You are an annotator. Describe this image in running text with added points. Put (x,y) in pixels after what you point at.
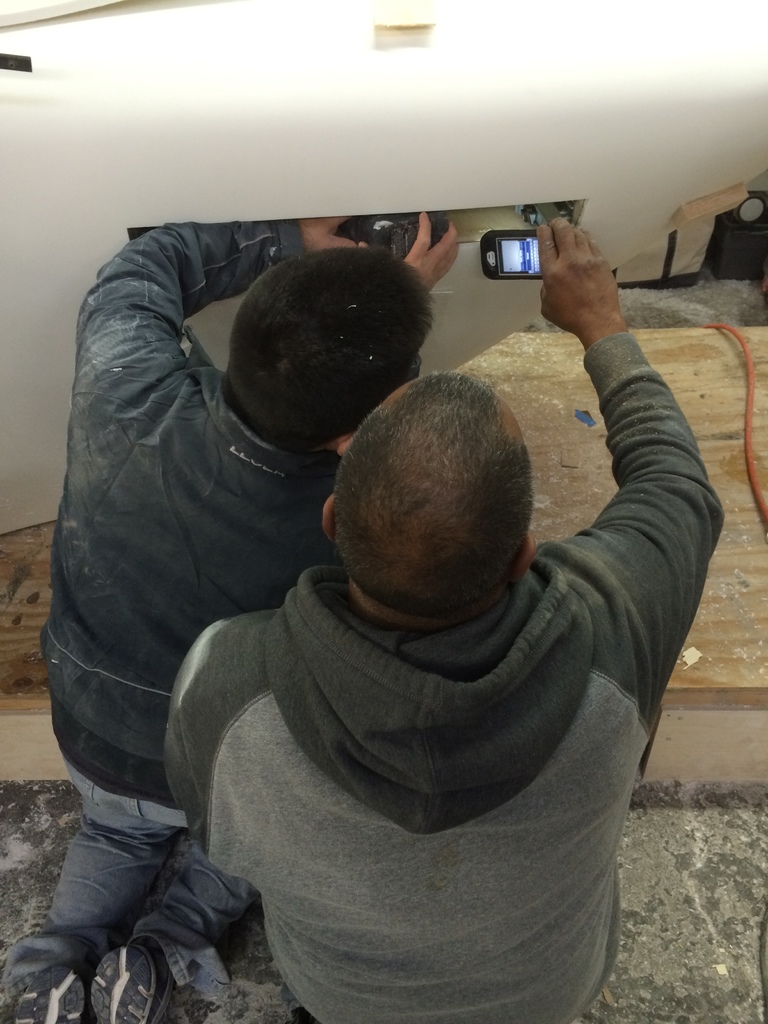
In this image two persons (509,662) are on the floor (694,923). Right side person (510,655) is holding a mobile (515,254) in his hand (554,288). Beside him there is a person (196,353) holding the machine (387,145) which is on the wooden plank (692,372). Right side (755,371) there is a wire (749,438) on the wooden plank (732,403).
